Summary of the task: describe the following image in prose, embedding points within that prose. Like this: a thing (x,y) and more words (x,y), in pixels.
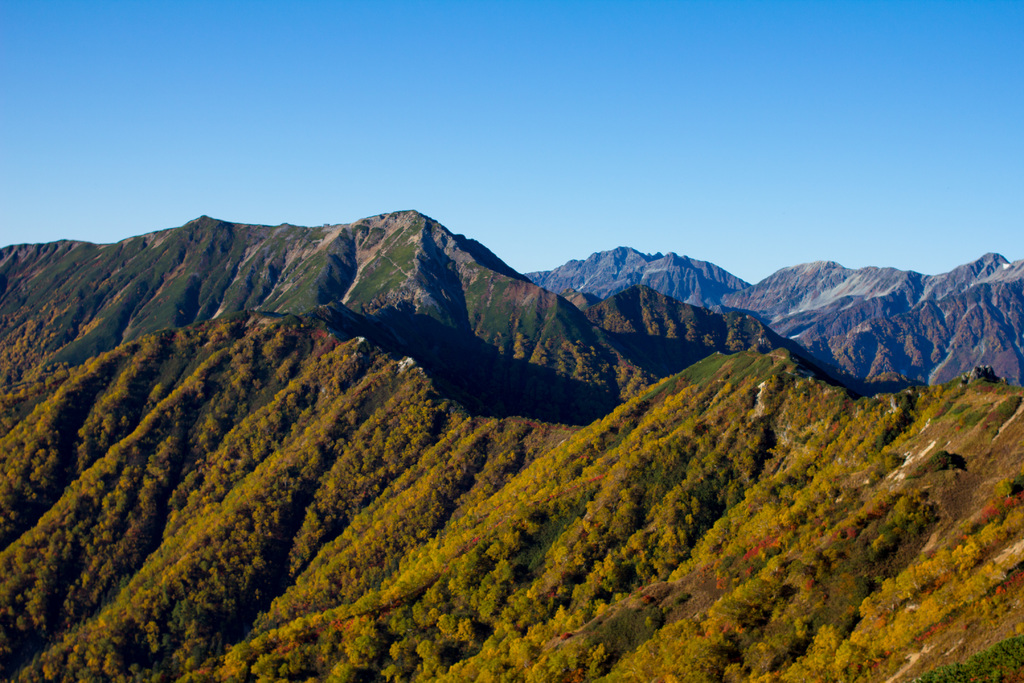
The picture consists of mountains (397,349). In the foreground of the picture (311,403) the mountain (373,484) is covered with trees (482,578). Sky (423,172) is clear.
